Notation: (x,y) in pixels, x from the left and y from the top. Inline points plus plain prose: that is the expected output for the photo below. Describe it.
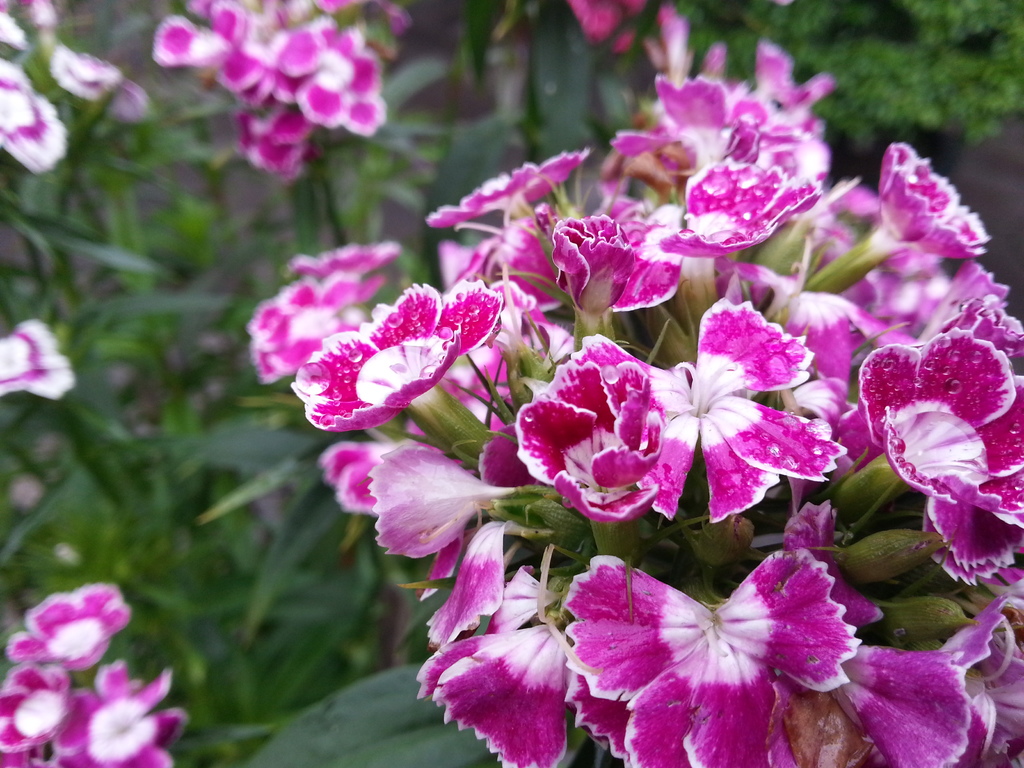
In this image I can see some plants (251,334) along with the flowers (342,405) and buds (894,536). The flowers (713,489) are in violet and white colors. I can see the buds (873,553) and leaves (210,530) in green color.
